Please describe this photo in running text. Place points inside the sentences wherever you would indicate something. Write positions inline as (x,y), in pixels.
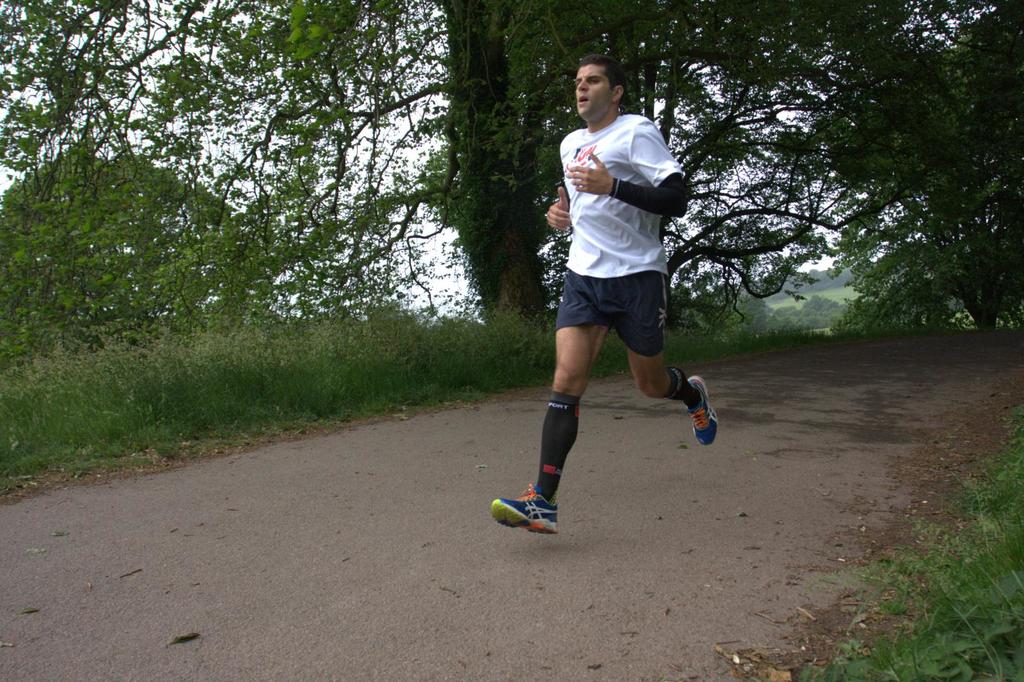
In this picture we can see a man (623,269) is running in the front (638,253), on the right side (989,523) and left side (111,356) there is grass (93,356), we can see trees (668,112) and the sky (401,190) in the background (463,127).
